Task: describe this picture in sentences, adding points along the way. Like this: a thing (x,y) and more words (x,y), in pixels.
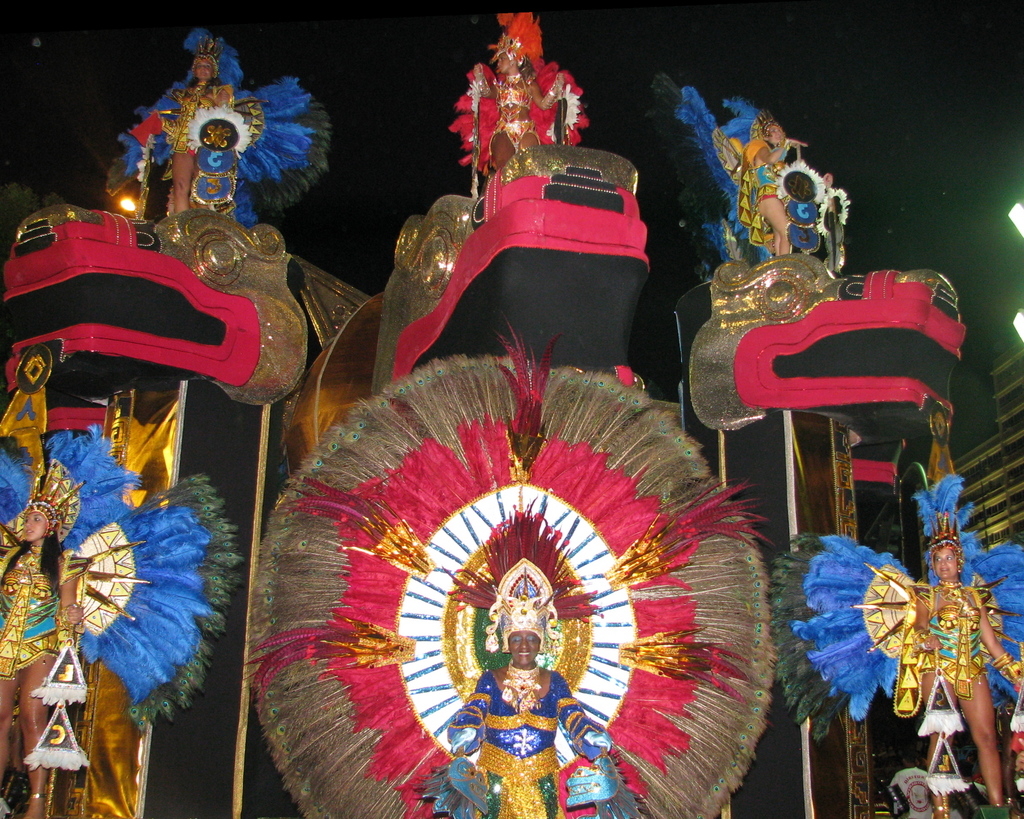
In this picture we can see group of people (191,563), they wore costumes (549,554), and we can find few lights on the right side of the image (1017,220).
